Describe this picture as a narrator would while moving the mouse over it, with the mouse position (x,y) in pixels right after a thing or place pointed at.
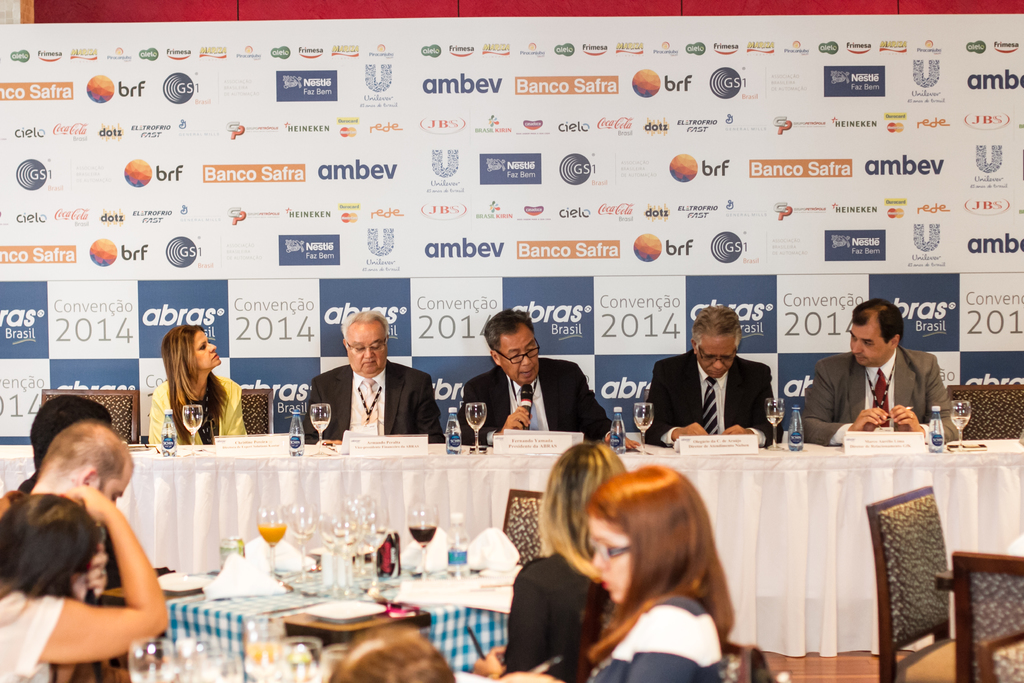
This image consist of many people (510,372). To the front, there are five people (230,407) sitting in front of table (490,462). The table (337,474) is covered with white cloth (271,472) on which there are glasses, bottles (615,433), and name plates (532,440). In the background (403,237), there is a banner (584,193). In the front (282,605), middle there is a table (309,601) on which there are juice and glasses (280,513). There are many chairs (880,610) in the image.
